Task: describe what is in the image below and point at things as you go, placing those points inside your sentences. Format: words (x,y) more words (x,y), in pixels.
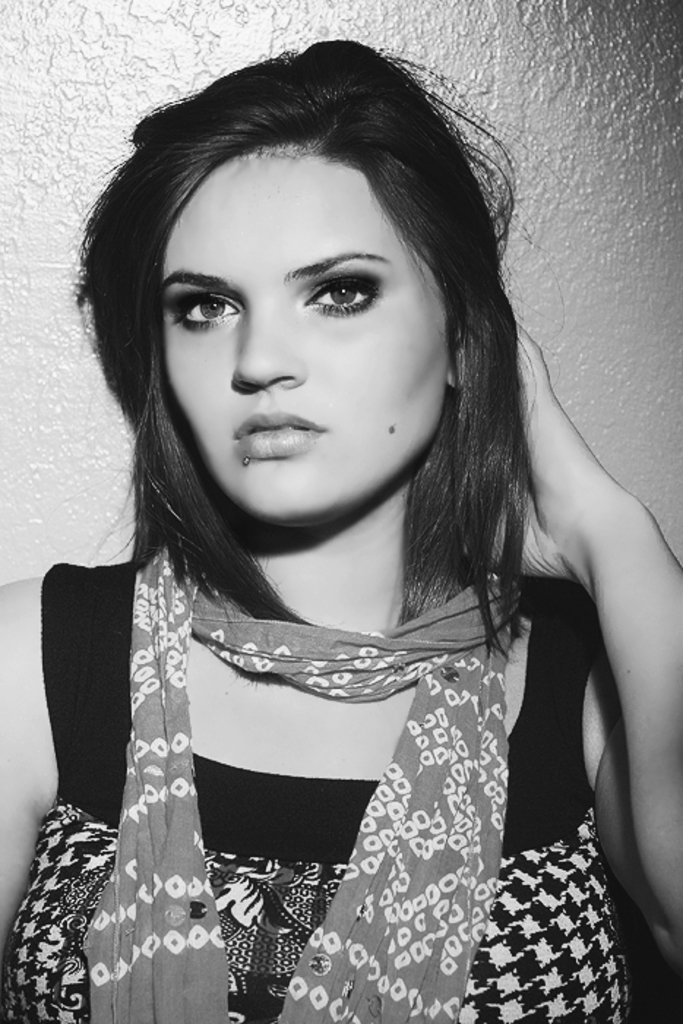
In the image we can see a woman (485,618) wearing clothes (218,875) and a scarf (441,794). This is a wall (18,125), this image is black and white.
